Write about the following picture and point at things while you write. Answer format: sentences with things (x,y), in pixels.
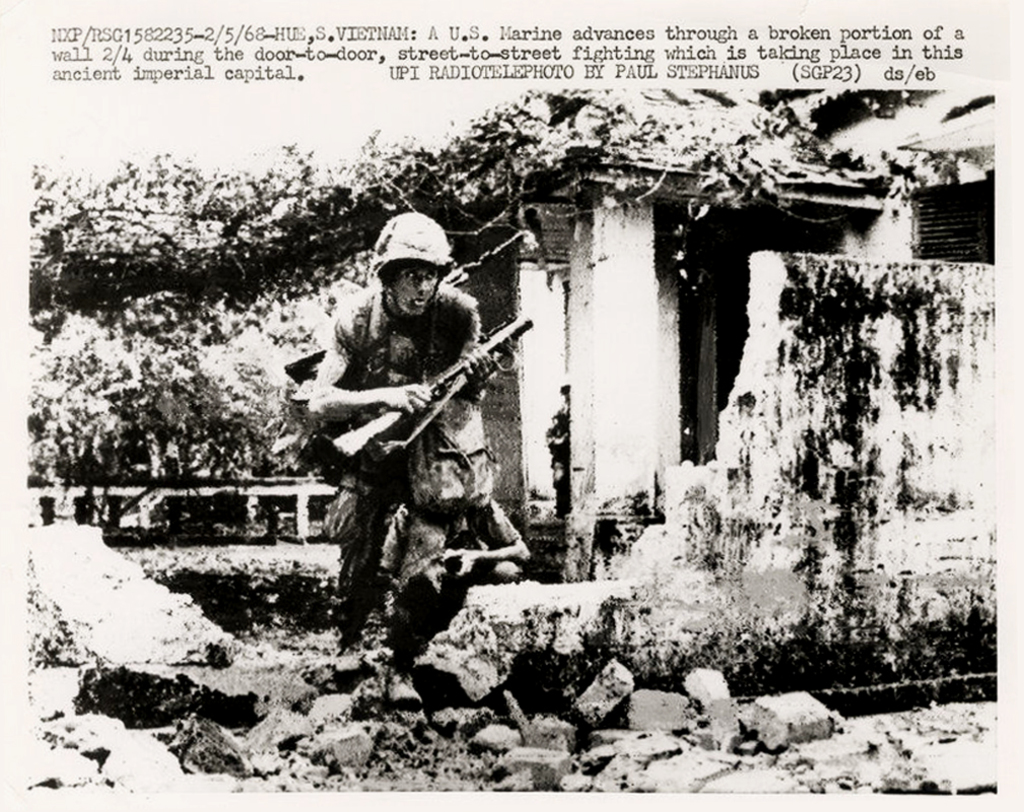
In this picture there is a man (467,313) who is wearing helmet (416,241), shirt (398,337), trouser (420,604) and bag (447,468). He is holding a gun (379,427). He is standing near to the wall (775,530). In the back (301,285) we can see trees (125,331) and buildings (589,343). On the top (851,71) we can see something is written. Here it's a sky (211,120).
